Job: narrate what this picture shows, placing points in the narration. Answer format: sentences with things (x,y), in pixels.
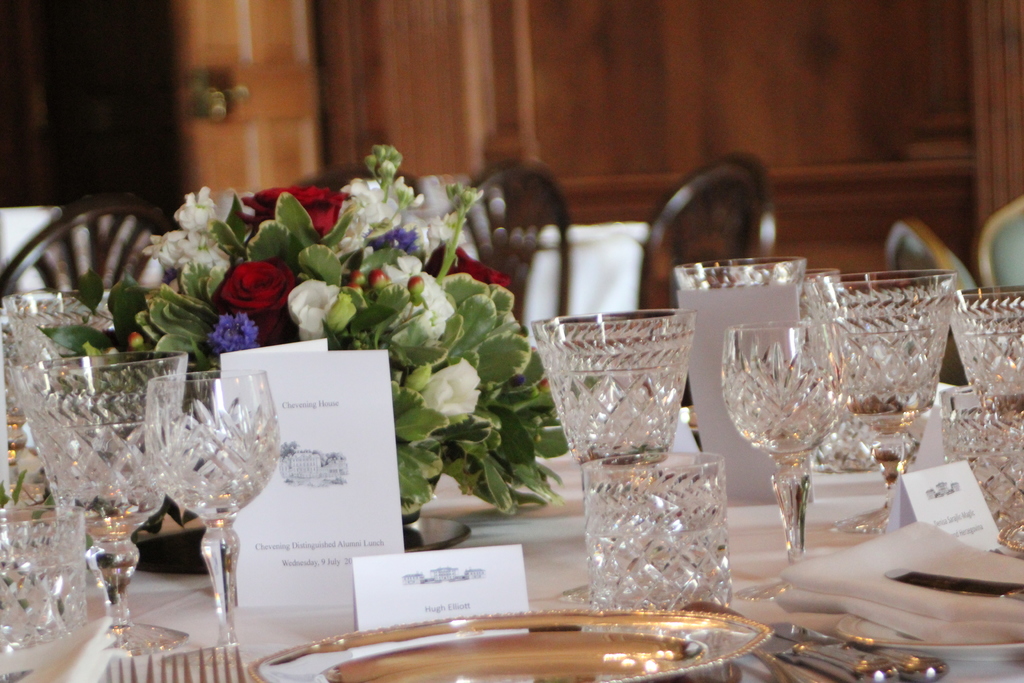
In the picture there is a table (991,515) and there are lot of glasses (797,479) placed on the table (498,519) and a plate (646,660), spoons (816,648), some flowers (449,449) and some cards (418,576) with names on them, in the background (573,157) there are chairs (759,221), a wooden wall (653,111).
